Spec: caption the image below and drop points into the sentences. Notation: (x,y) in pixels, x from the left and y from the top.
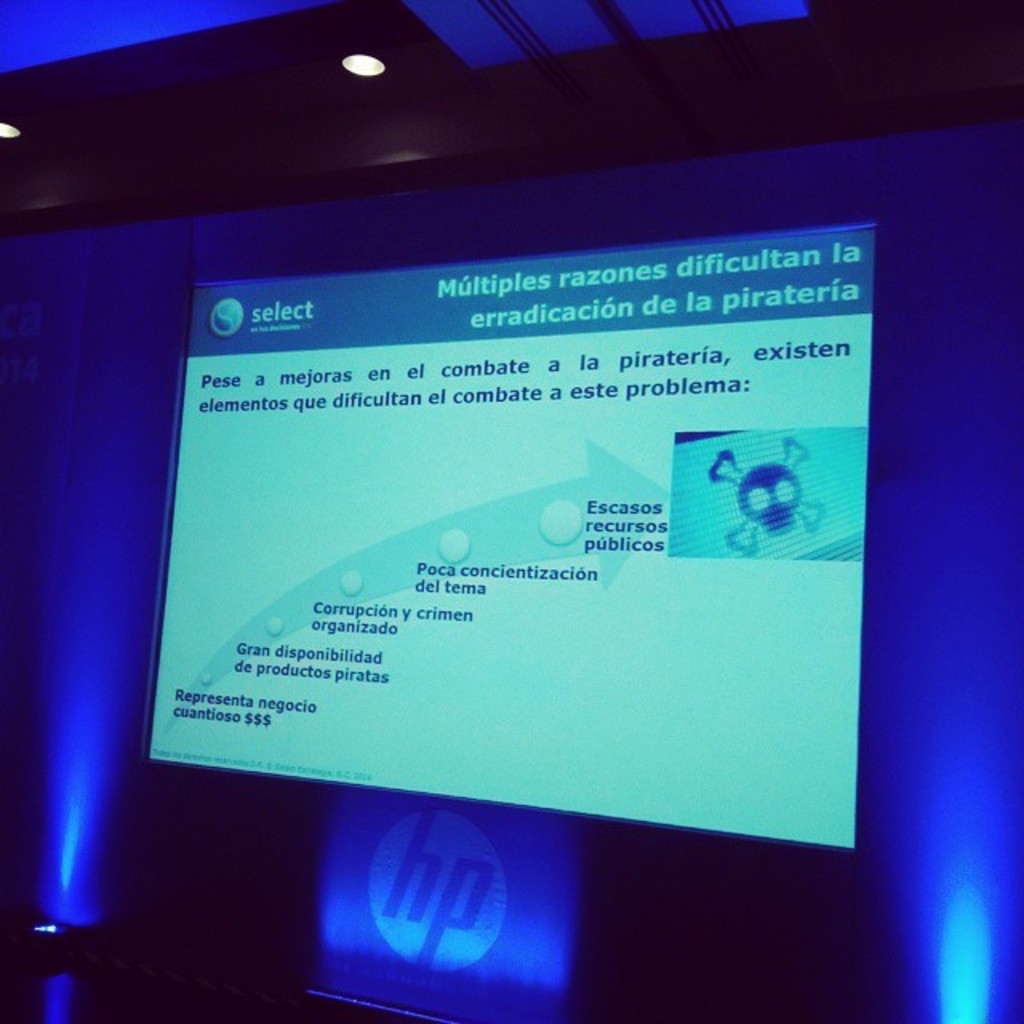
In this image we can see a display (592,687) in which some text (286,700) is there and two blue color lights (957,766) are there.
